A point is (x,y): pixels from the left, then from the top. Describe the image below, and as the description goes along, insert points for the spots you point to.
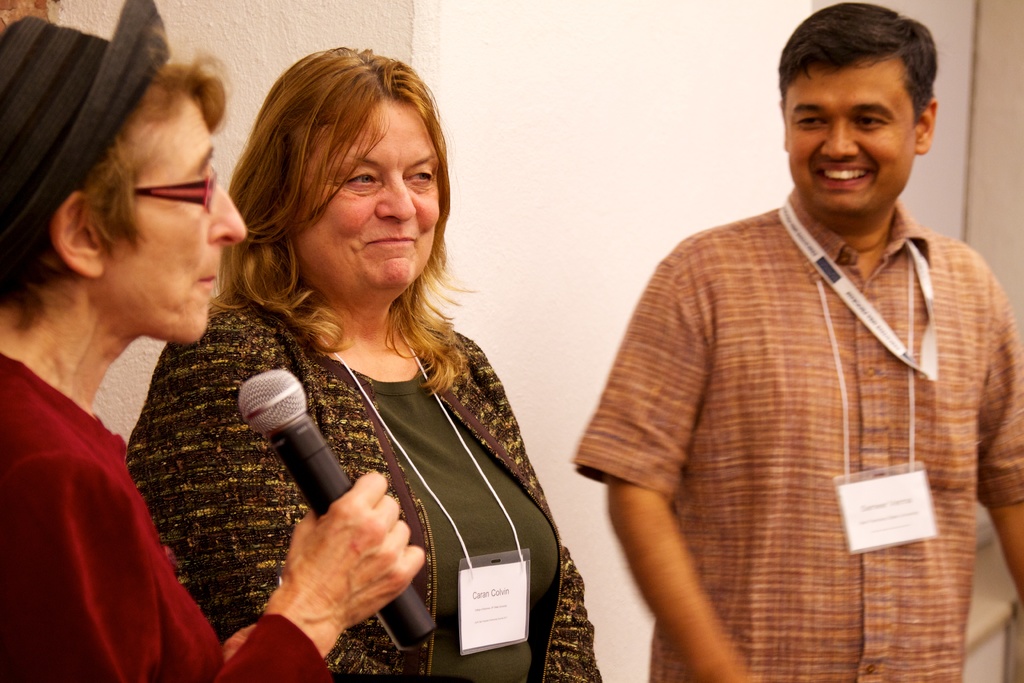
In this image there are three persons (437,245) standing and right side person (854,399) wearing a id card (860,502) and he is smiling, on the left side (12,488) person (38,504) she holding a mike (285,409), on the middle person (173,525) she wearing a strap (414,468) on her neck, she is smiling.
